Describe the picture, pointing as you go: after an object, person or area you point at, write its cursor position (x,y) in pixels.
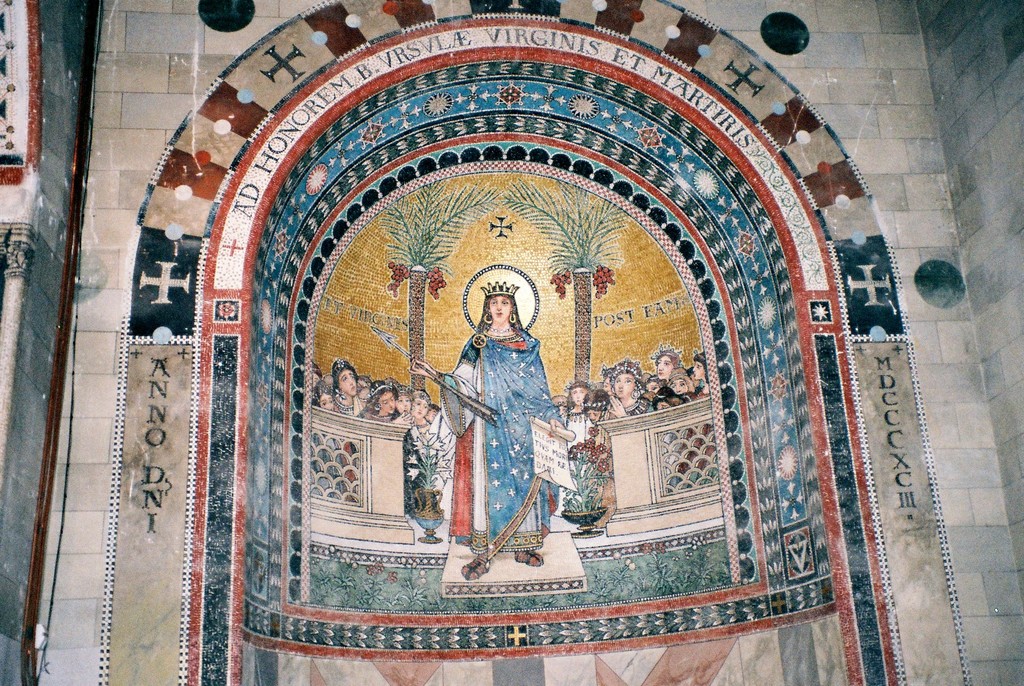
In this image I can see wall painting (680,185). In the painting (460,87) I can see the group of people (437,430) and one person (479,448) standing and wearing the blue color dress (496,437) and also the crown (500,290). The person (514,308) is holding the weapon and the paper (552,449). In the back (394,264) there are trees (440,282) and I can also see something is written on the wall (612,183).
